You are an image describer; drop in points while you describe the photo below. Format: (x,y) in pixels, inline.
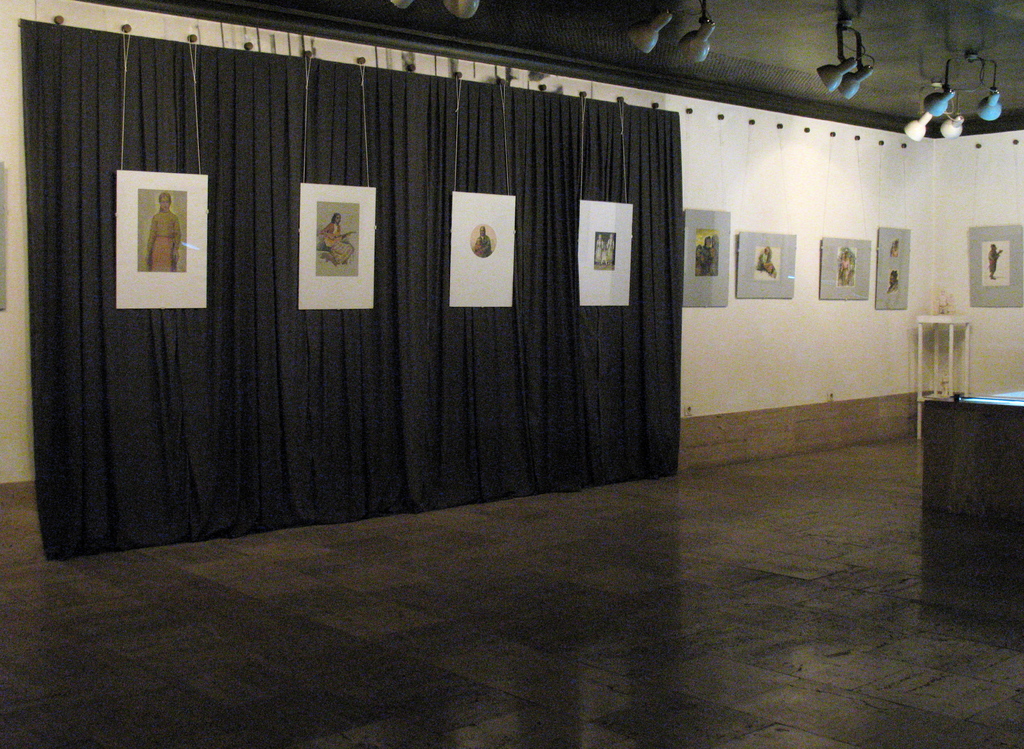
In this picture we can see a few frames (305,309) on the wall (963,251). There is a curtain (392,118). We can see a bottle (948,300) on the table (953,322) in the corner. There are some lights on top.
